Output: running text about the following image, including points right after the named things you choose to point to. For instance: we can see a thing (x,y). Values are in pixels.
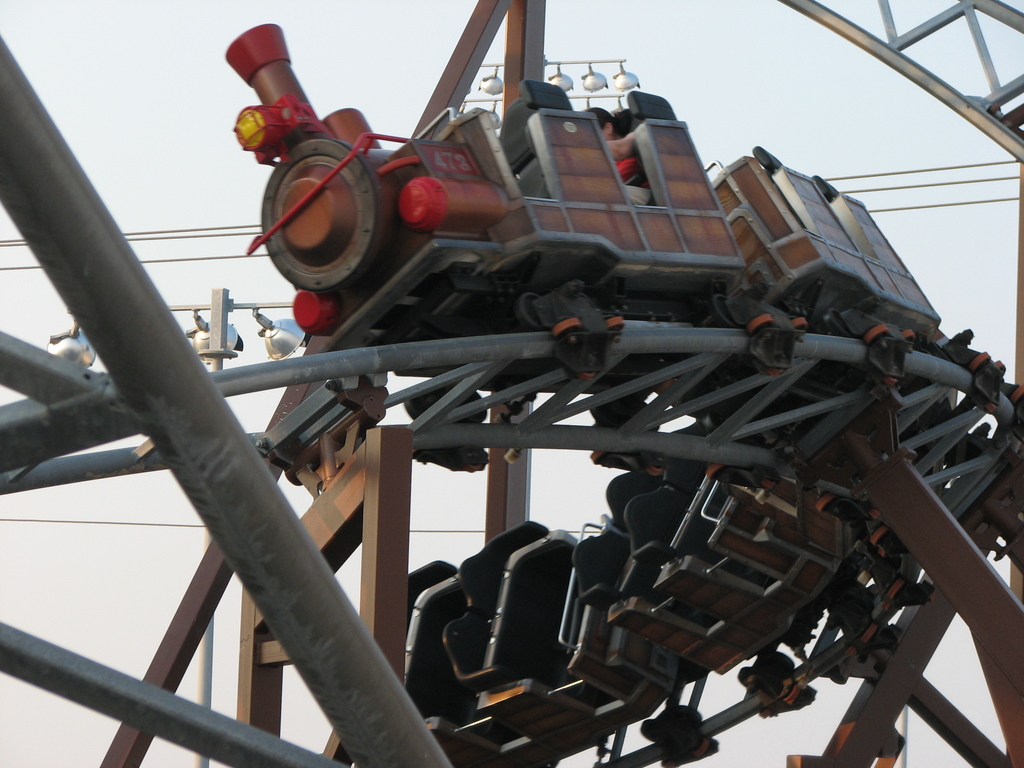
In the foreground of this image (599,562), there is a roller coaster (557,350) moving on the rail (317,379). In the background (216,333), there are few light poles (202,327), cables (203,235) and the sky (144,130).
